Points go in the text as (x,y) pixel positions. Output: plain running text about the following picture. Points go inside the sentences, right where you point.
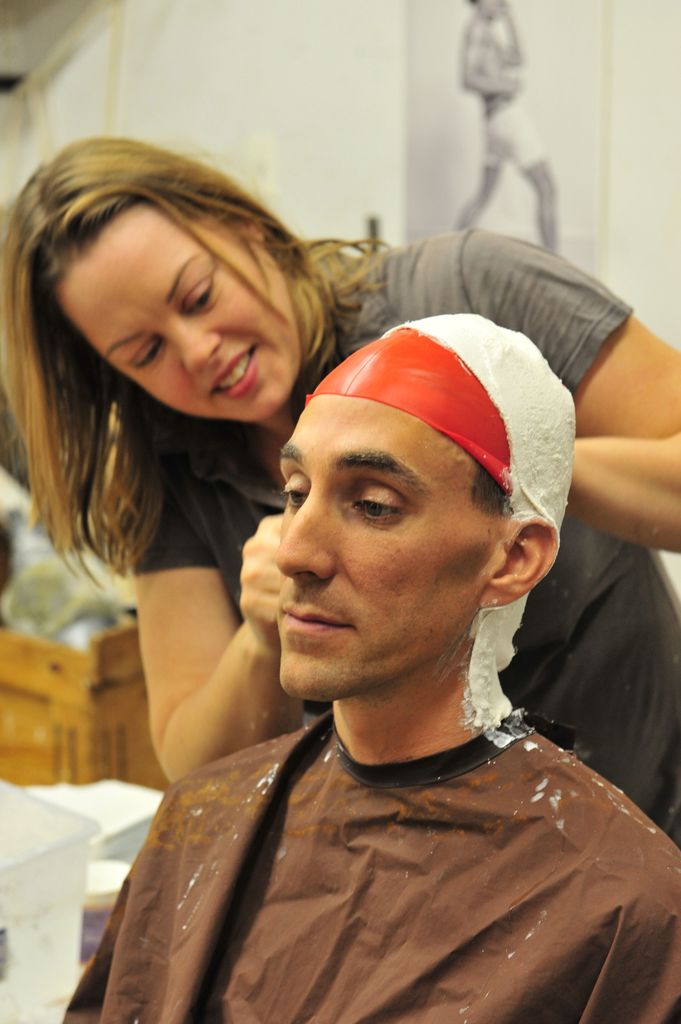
In this image we can see two persons (527,605) wearing dress (405,774). One person (461,605) is wearing a cap (474,414). In the background (102,794), we can see containers (79,888) placed on a surface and a photo frame (500,161) on the wall (600,184).
